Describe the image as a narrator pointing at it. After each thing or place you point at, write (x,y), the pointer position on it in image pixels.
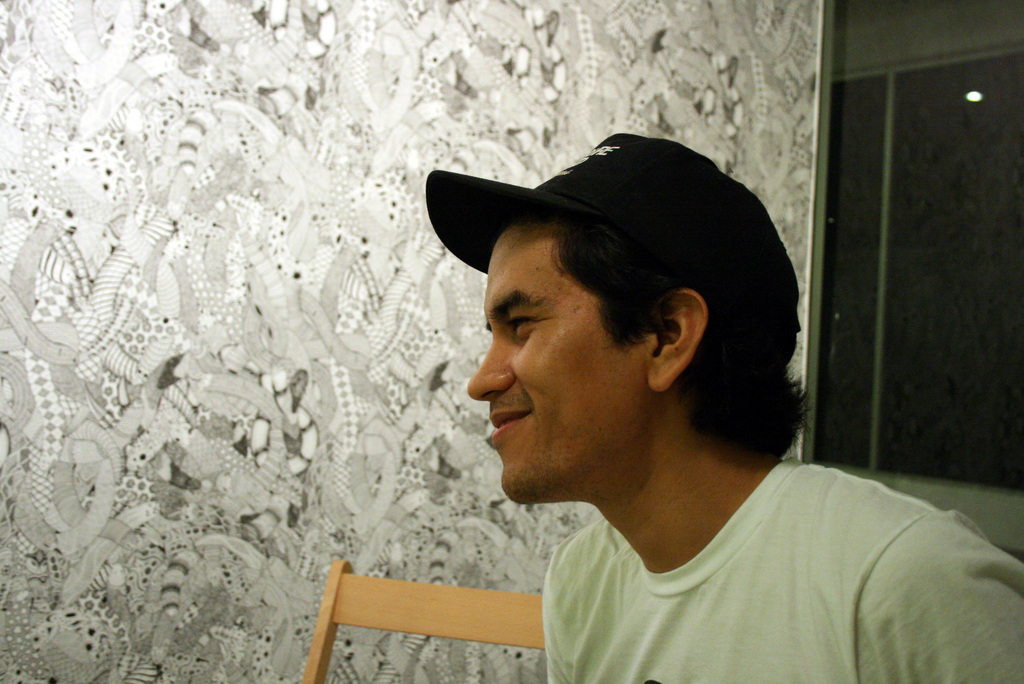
At the bottom of the image (748,596) a man (691,302) is sitting and smiling. Behind him there is a wall (52,425).
